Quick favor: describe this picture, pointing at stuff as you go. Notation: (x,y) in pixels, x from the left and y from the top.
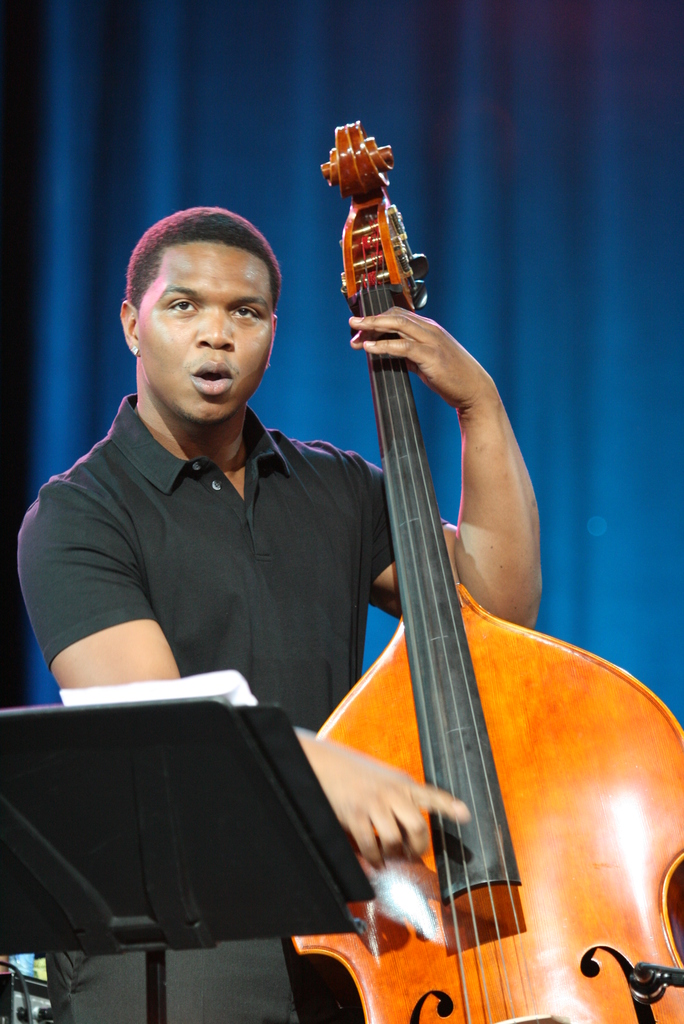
In this image on the left side (208,491) there is one man (199,378) who is holding a double bass (414,461) and playing in front of him there is one board (157,777), On that board (139,704) there are some papers (185,685). On the background (329,66) there is a blue cloth (433,273).
